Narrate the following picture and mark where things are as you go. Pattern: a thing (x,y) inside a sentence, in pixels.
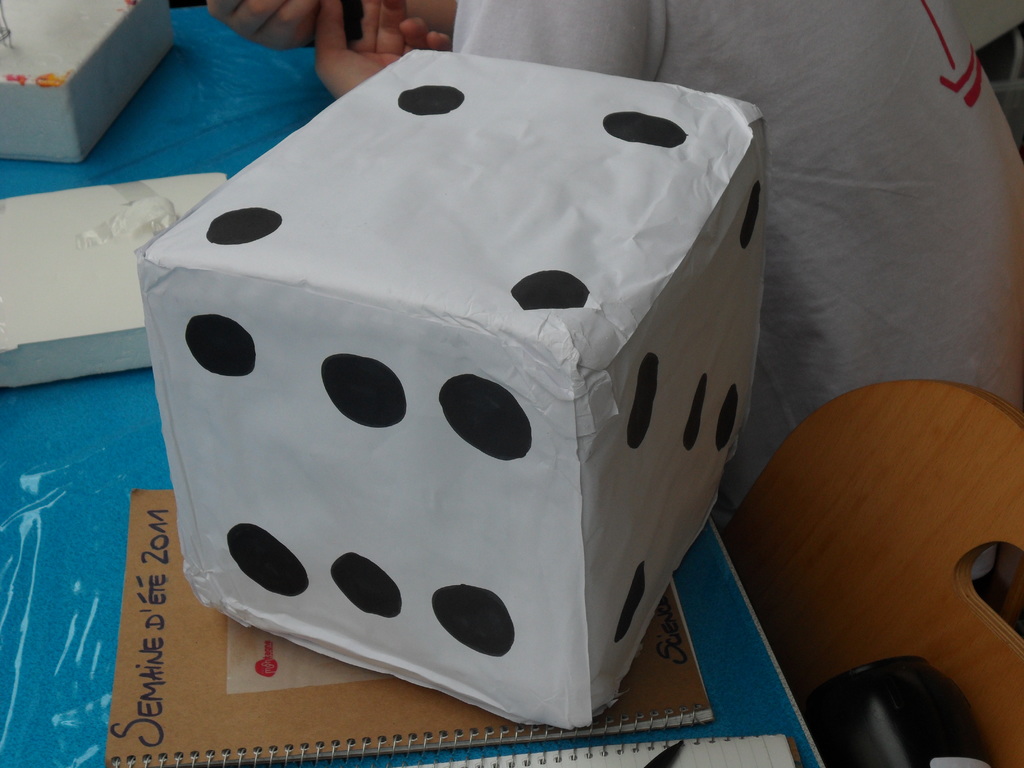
In the foreground of this image (554,404), there is a paper dice (501,438) on a binding book (276,665) which is on a blue table (79,629). On the right bottom (932,600), there is a chair (912,564). On the top (725,48), there is a person (736,22) sitting. On the left (53,72), there are two white objects (80,259).
